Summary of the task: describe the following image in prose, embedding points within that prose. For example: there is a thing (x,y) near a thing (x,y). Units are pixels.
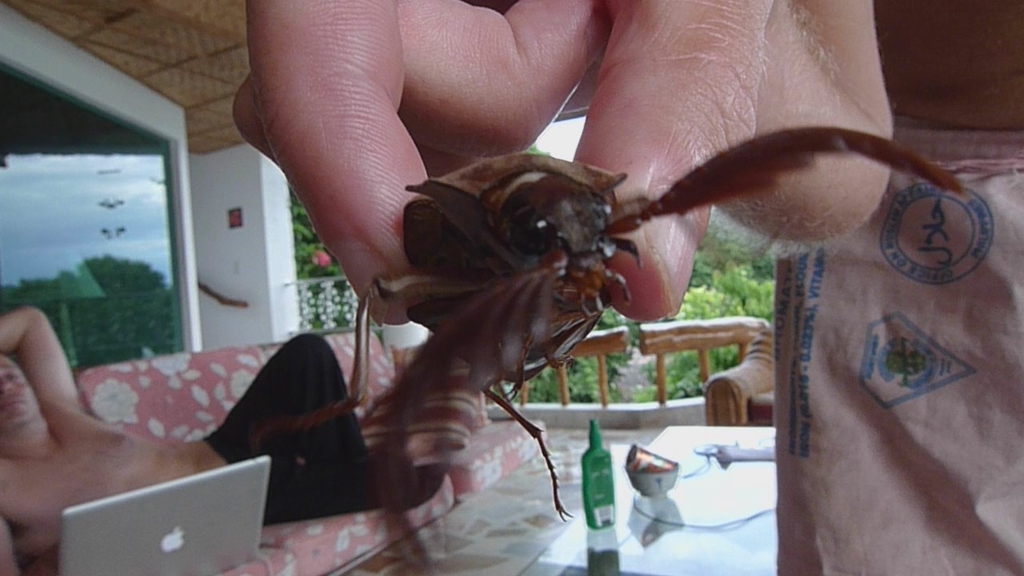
This image is taken in the balcony (217,237). In this image we can see some person (769,239) holding an insect (548,288) with his fingers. In the background (65,398) there is another person (114,442) lying on the sofa (174,409). Image also consists of a coffee table (642,537), a green color bottle (604,504), a bowl (648,487), glass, papers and laptop (214,507). In the background (739,284) we can see some trees (745,295). Fence (604,388) is also visible.
